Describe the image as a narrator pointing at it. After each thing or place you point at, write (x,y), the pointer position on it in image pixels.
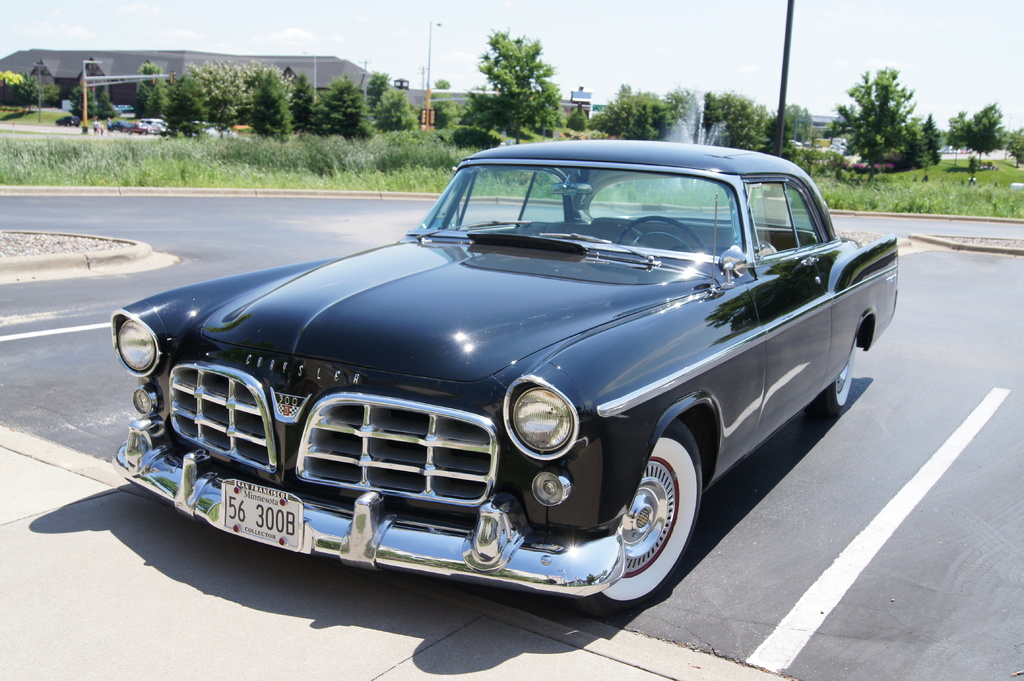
In front of the image there is a car (685,443) on the road (987,313). In the background of the image (495,125) there are trees (302,119), cars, buildings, light poles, boards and a fountain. At the top of the image (705,27) there is sky (666,21).
